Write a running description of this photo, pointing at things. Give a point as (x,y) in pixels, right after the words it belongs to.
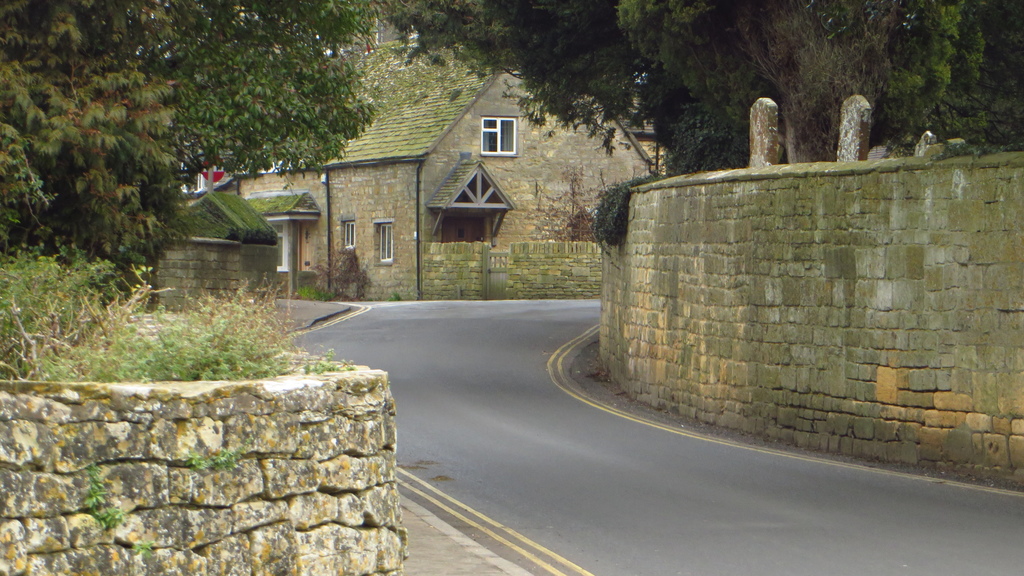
In this image we can see plants (127,355), trees (336,83), walls (129,465) and road (456,314). In the background (445,192) we can see houses (391,224), windows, fence (472,274), gate (499,269), roof (367,149) and a sign board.
